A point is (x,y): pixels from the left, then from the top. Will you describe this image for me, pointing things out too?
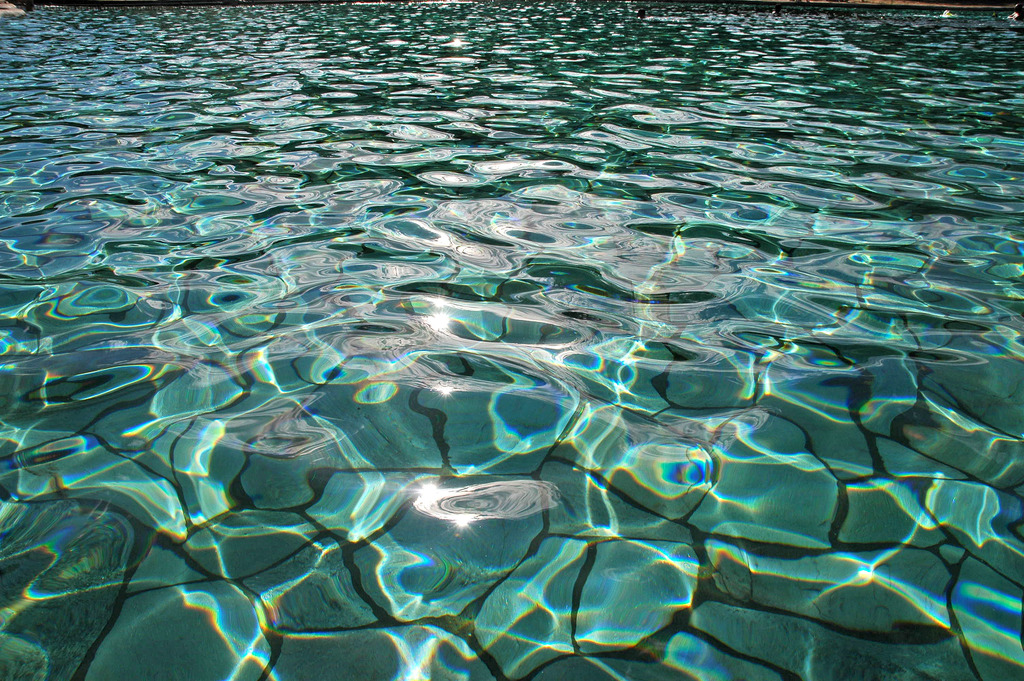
In this image I can see the stones (390,488) under the water (367,293).
